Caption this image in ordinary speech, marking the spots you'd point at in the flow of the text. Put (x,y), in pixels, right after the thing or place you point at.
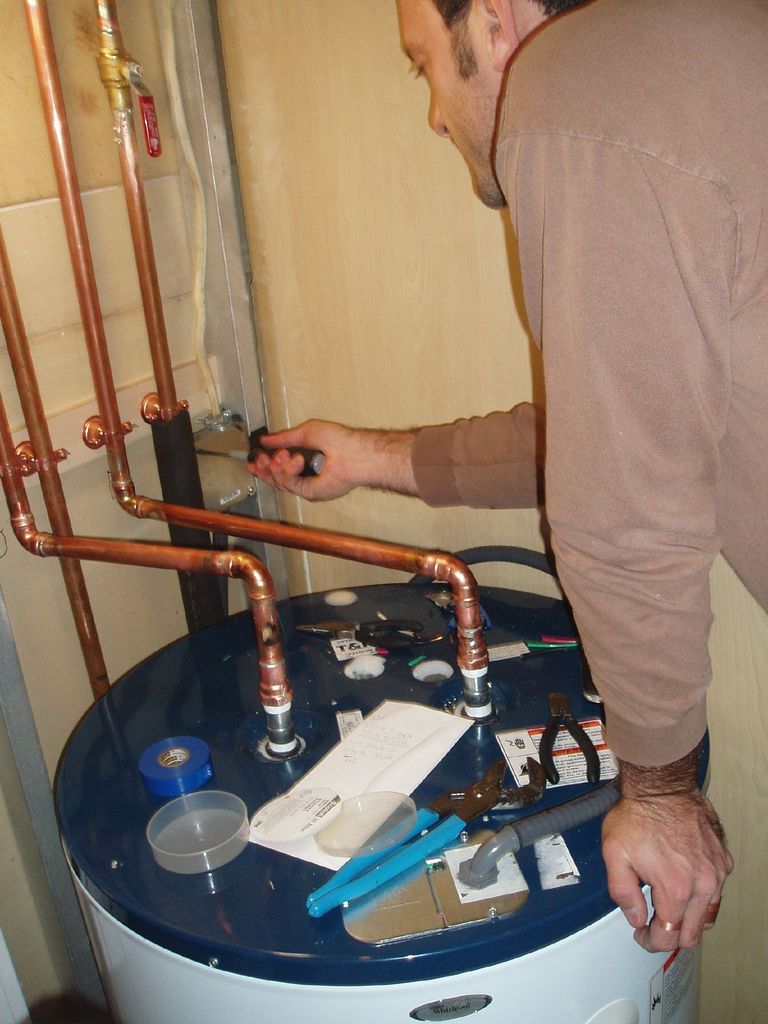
As we can see in the image there is wall (395,247), pipes (130,167), a person (593,145) on the right side (609,246) and there is machine (381,685). On machine (297,777) there are cutting pliers (467,794), plaster (172,764) and paper (361,754).
